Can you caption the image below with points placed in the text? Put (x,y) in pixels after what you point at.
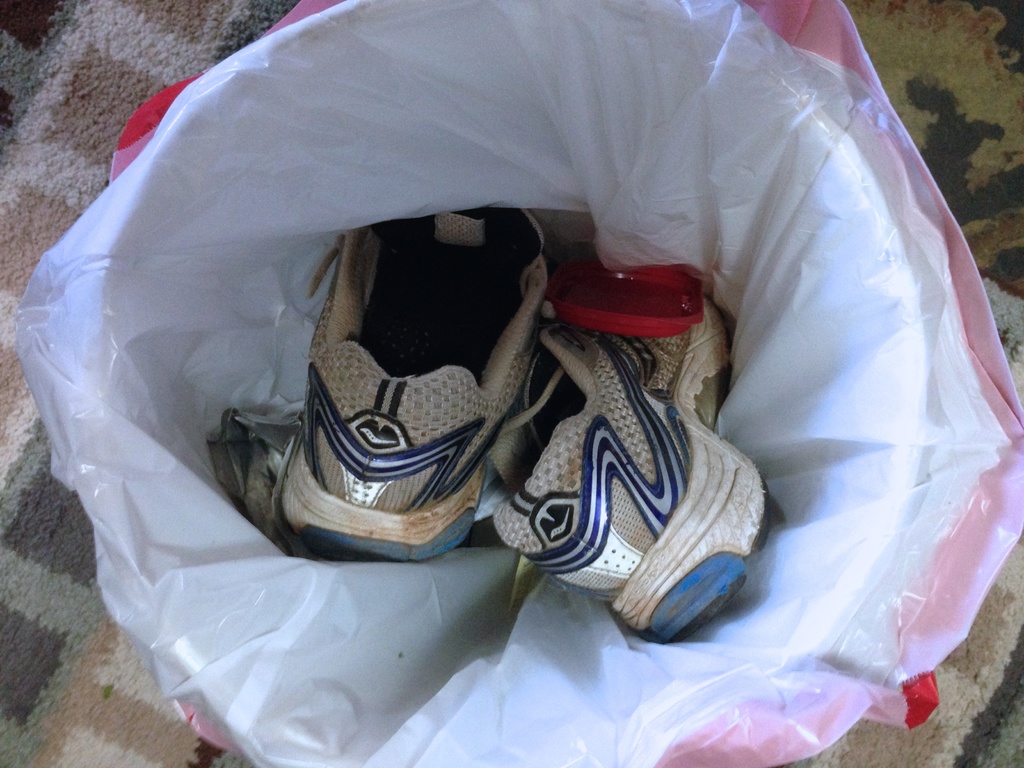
In this image we can see a pair of shoes (464,368) in the object (654,682) which is covered with the cover (913,365). In the background (964,706), we can see the mat (967,674) on the surface (950,151).
